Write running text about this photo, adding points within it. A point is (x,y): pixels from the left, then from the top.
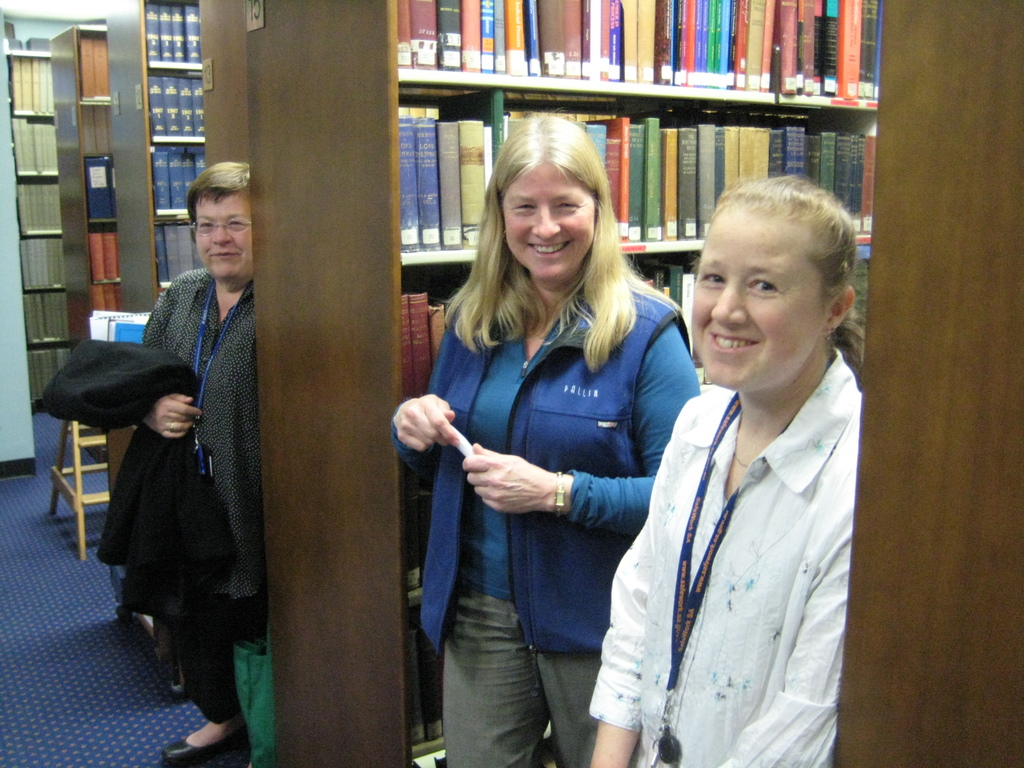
In this picture we can see three persons (600,464) standing here, there are some racks (246,69) here, we can see some books (413,112) on these racks (206,126), this person (196,445) is holding a cloth (172,378).
